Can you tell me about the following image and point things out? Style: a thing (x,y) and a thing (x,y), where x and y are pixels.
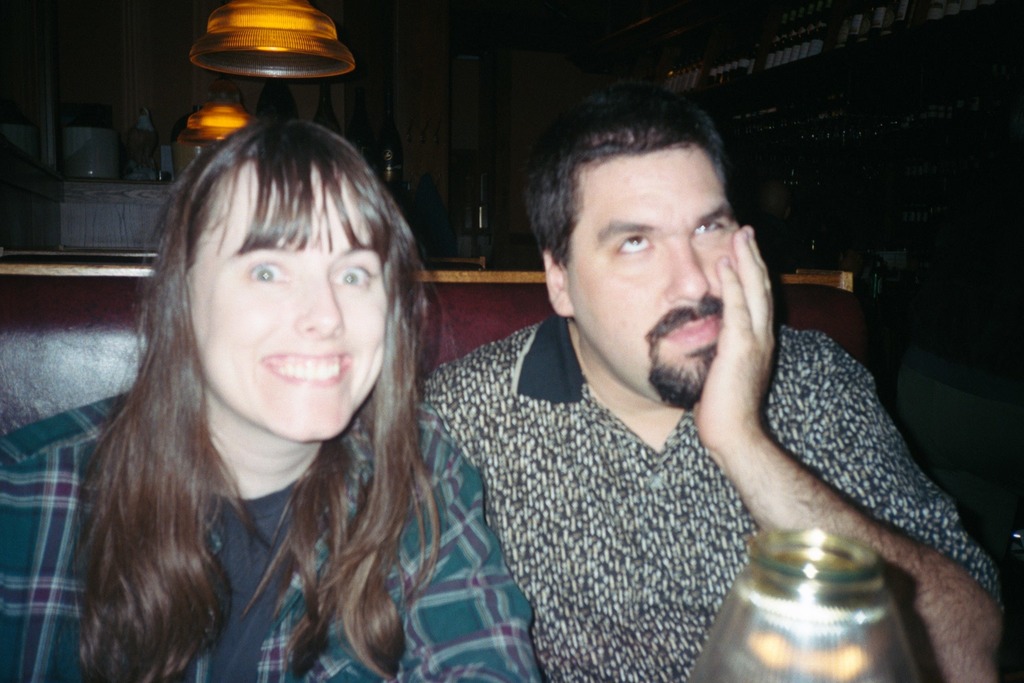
In this image I can see two people (425,555) with different color dresses (547,504). I can see these people (59,428) are sitting on the couch (51,372) and there is an object (747,654) in-front of these people (552,586). In the background (713,100) I can see the bottles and there is a black background (768,84).
